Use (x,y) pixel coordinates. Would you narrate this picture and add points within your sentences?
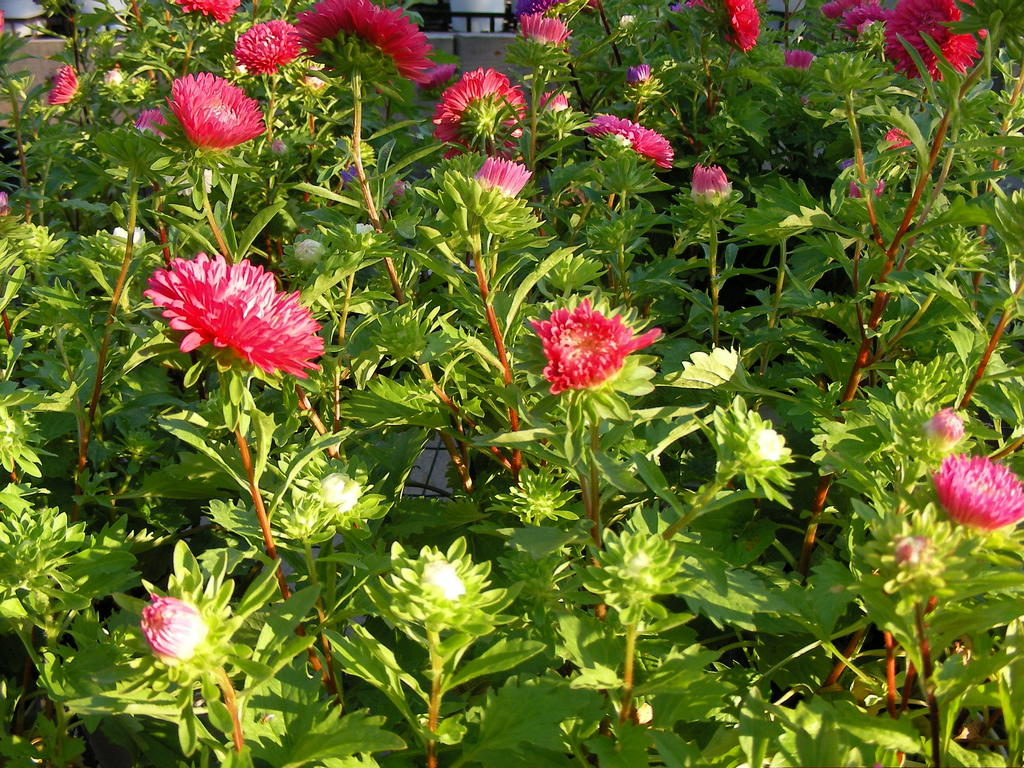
In this picture I can see few flowers (998,523) to the plants (291,201) and looks like a house (436,47) in the back (456,45).
